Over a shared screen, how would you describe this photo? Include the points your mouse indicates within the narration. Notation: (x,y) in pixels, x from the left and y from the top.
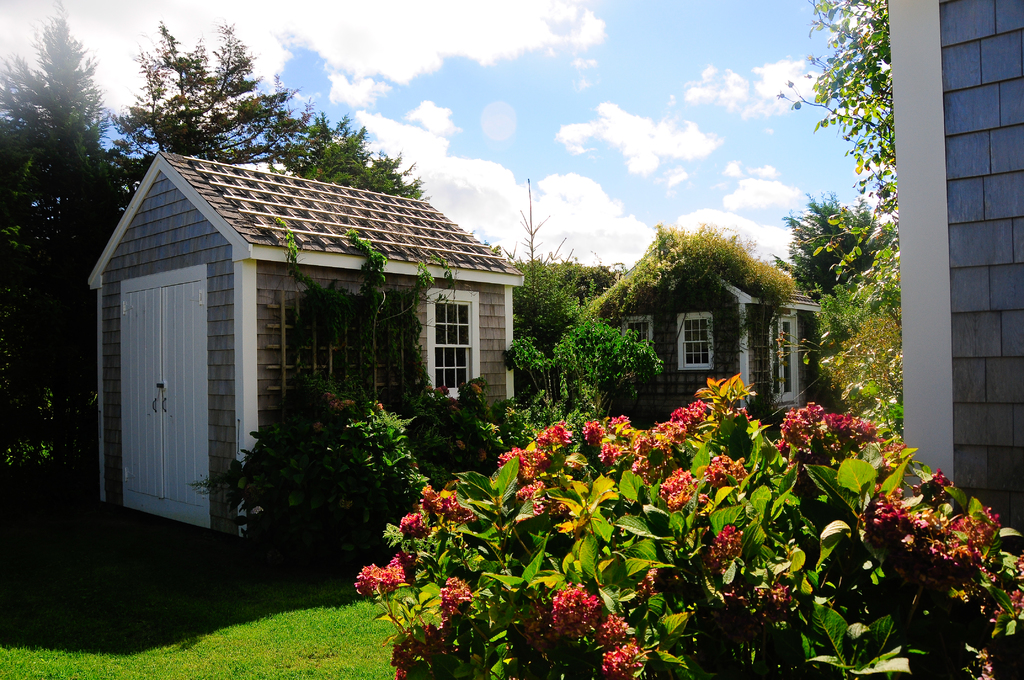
In the image we can see the houses (485,353) and the windows (471,349). Here we can see grass (243,591), plants (506,493), trees (207,132) and the cloudy sky (568,103).
